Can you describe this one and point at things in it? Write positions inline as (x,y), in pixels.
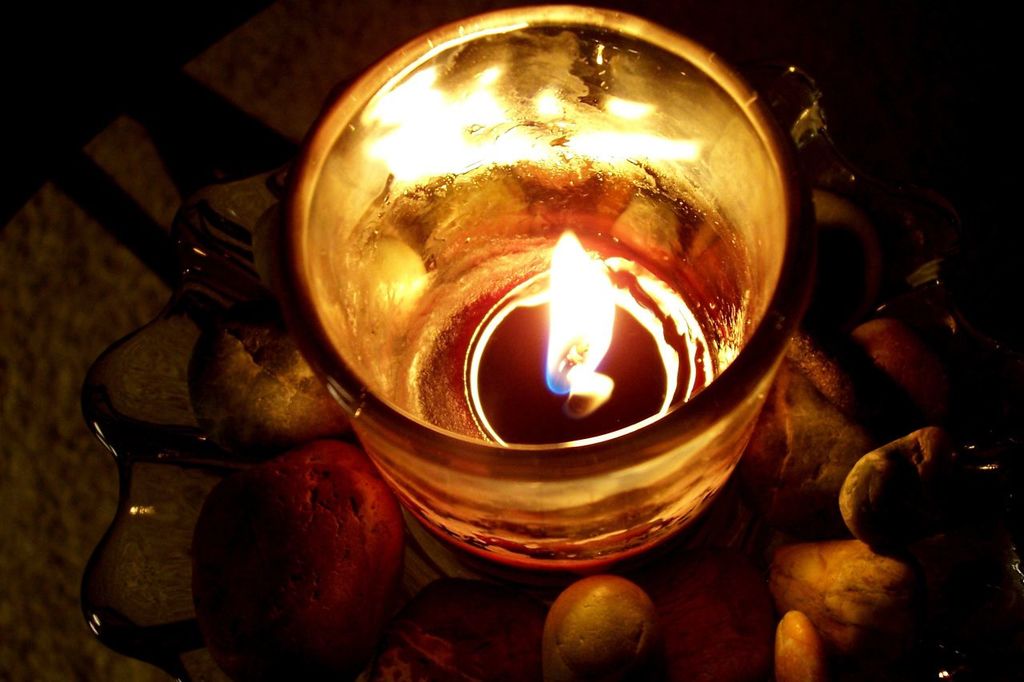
In the picture we can see a glass table (5,287) on it we can see a bowl (133,462) with some stones (386,562) in it and a glass (727,273) in it we can see a candle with light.
